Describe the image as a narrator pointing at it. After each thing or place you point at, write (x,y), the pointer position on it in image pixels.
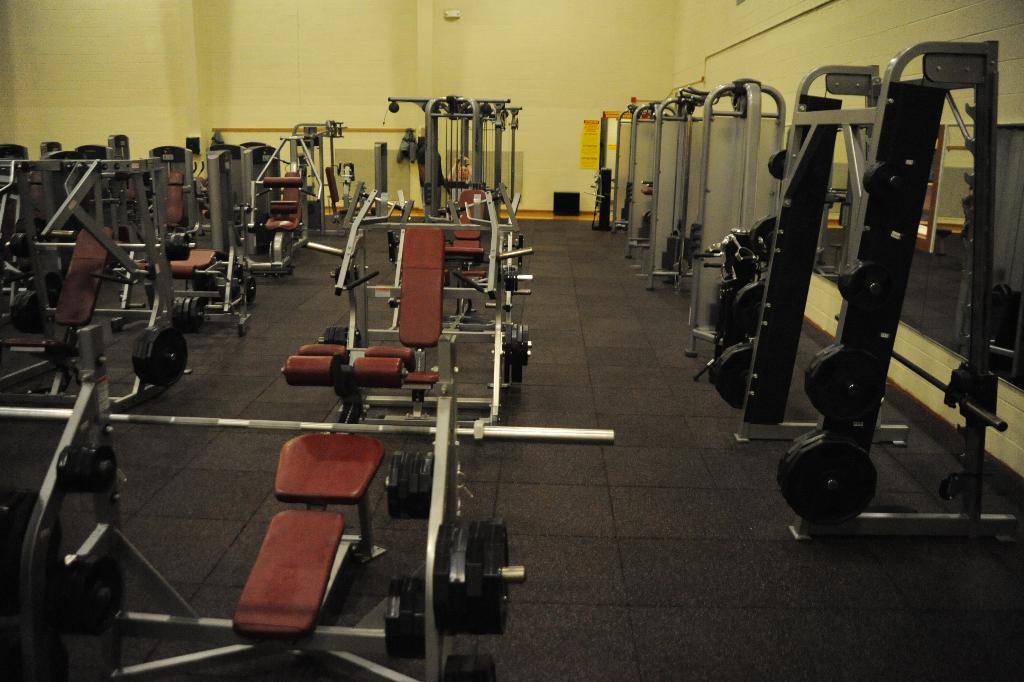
In this picture, it seems like gym equipment (452,429) in the foreground (953,380) and a wall (477,61) in the background (476,84).
